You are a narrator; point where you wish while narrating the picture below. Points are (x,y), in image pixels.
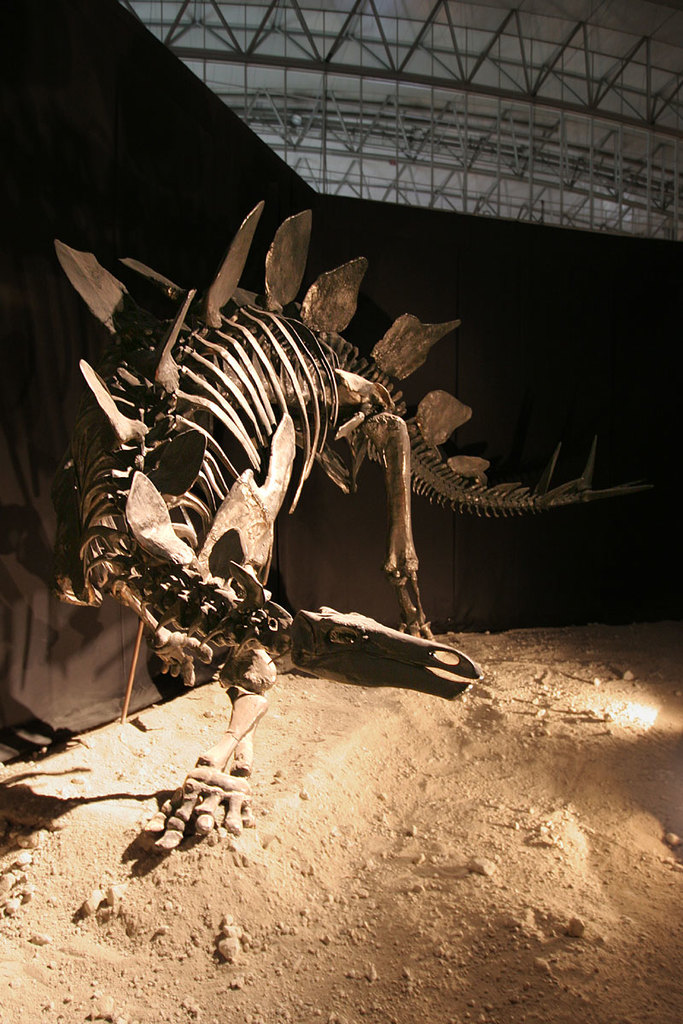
This image is taken indoors. At the bottom of the image (434,850) there is a ground (326,775). In the middle of the image (413,354) there is an artificial skeleton (245,480) of a dinosaur (237,545). In the background (621,448) there is a wall (632,277). At the top of the image (430,104) there is a roof (398,95).
